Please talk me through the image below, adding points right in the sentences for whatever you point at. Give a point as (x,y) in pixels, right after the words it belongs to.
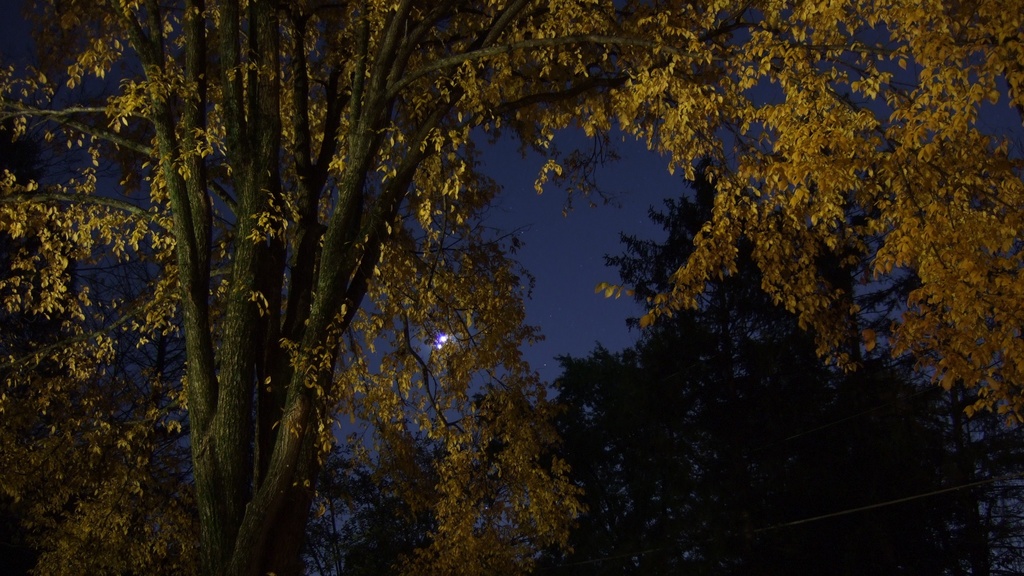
In this picture I can observe some trees (404,384). In the background (546,239) there is a sky (577,212).
